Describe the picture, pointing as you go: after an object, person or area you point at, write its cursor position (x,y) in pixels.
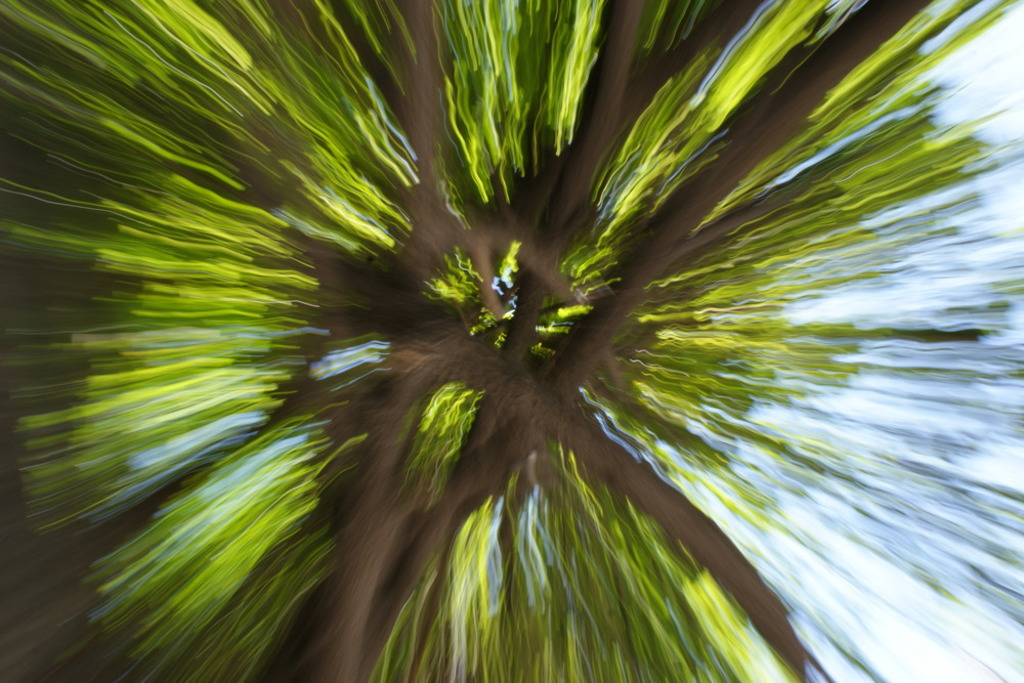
In this image I can see the tree (565,377) and the sky (809,412). I can see the image is blurred.
